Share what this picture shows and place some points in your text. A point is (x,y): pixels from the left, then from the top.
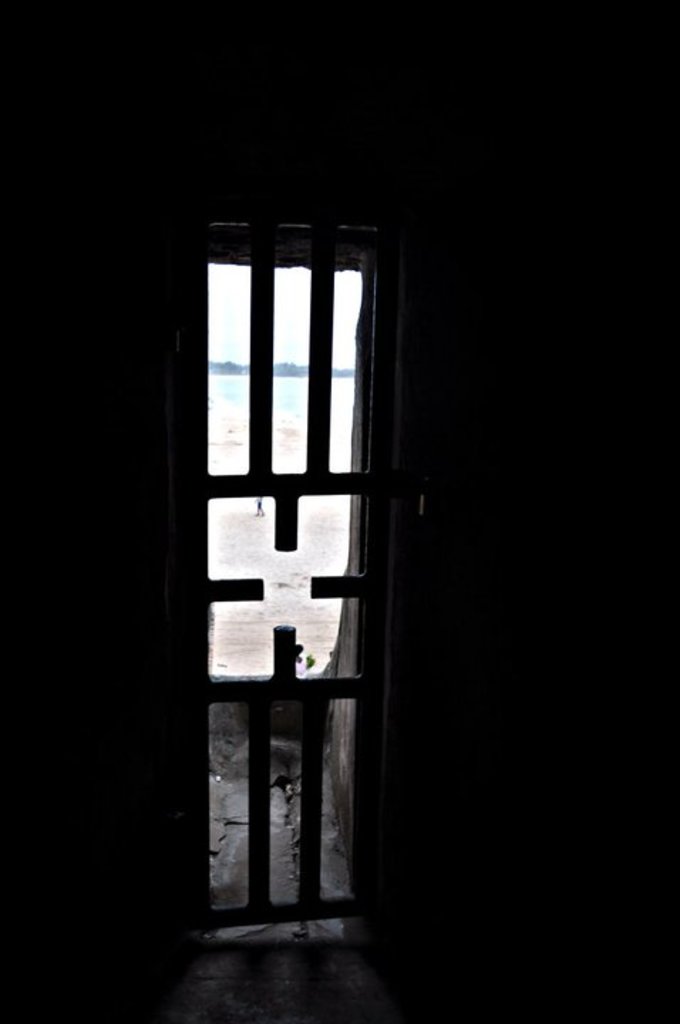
In this image we can see the window (327,438) and the wall (460,471) and behind the window (295,469) we can see the sand (246,544).
